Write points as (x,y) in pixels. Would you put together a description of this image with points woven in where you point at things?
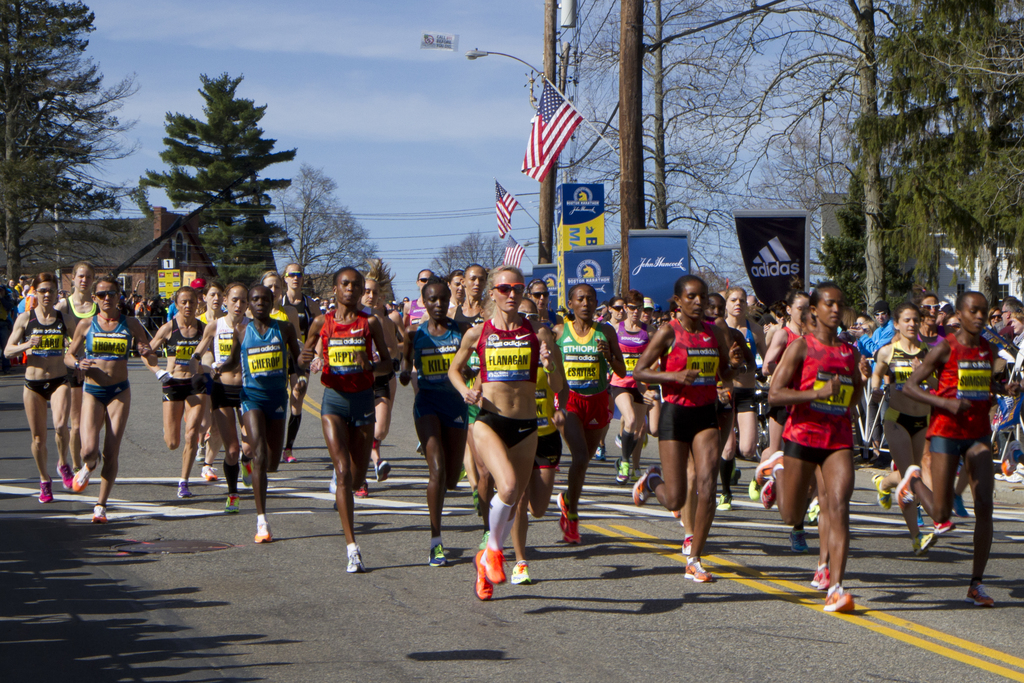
In this image I can see few people (468,373) are running on the road (371,603). In the background (500,258) there are many trees (879,212) and also I can see few poles (638,210) and flags (515,240). On the right (1004,257) and left side of the image (93,251) there are two buildings (62,221). At the top of the image (339,73) I can see the sky (320,83).
